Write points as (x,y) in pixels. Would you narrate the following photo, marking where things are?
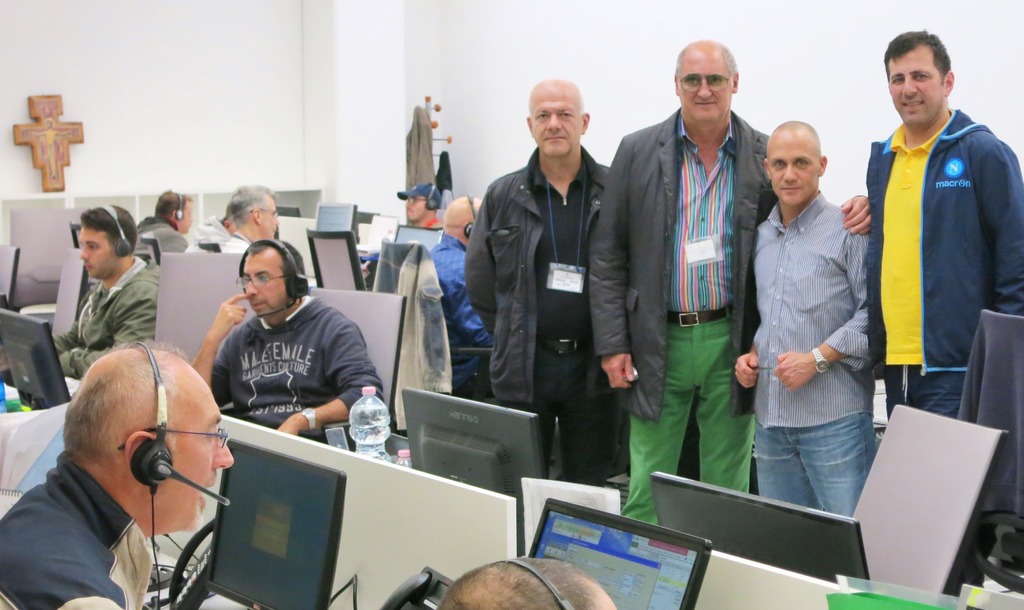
In this image we can see people (729,141) standing, we can see few people (295,365) sitting and wearing microphones (179,480), we can see the chairs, we can see electronic gadgets (422,603) on the desk (270,445), near that we can see bottles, we can see few objects (70,141) on the wall (585,110) in the background (62,163).
